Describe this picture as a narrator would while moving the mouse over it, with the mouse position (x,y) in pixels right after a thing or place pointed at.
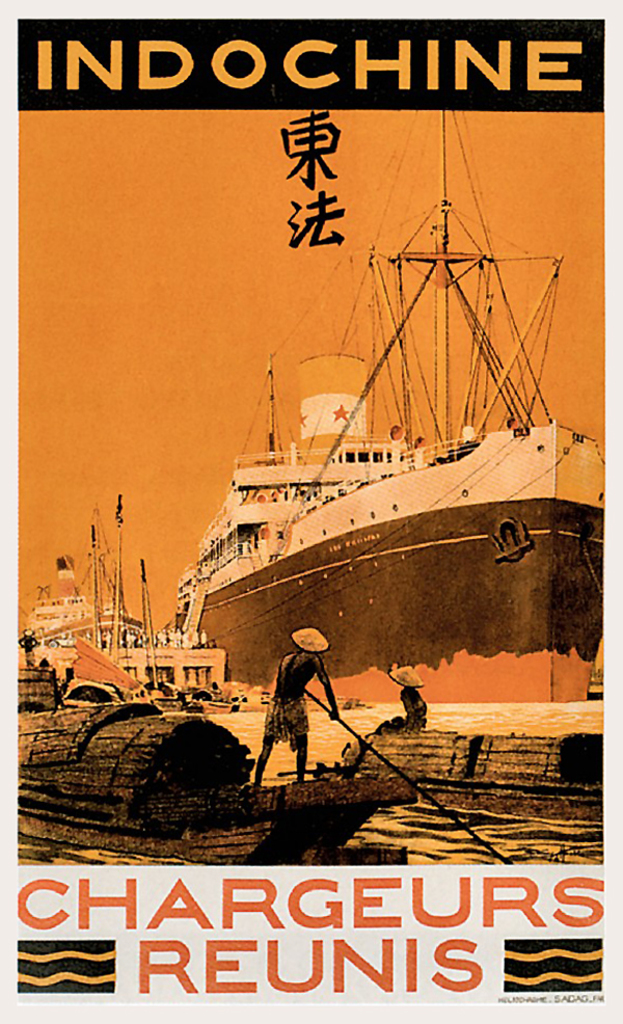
This image consists of a poster (373,357). In which we can see a ship (318,599) along with boats (243,781) and few persons (313,668). And we can see the text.
